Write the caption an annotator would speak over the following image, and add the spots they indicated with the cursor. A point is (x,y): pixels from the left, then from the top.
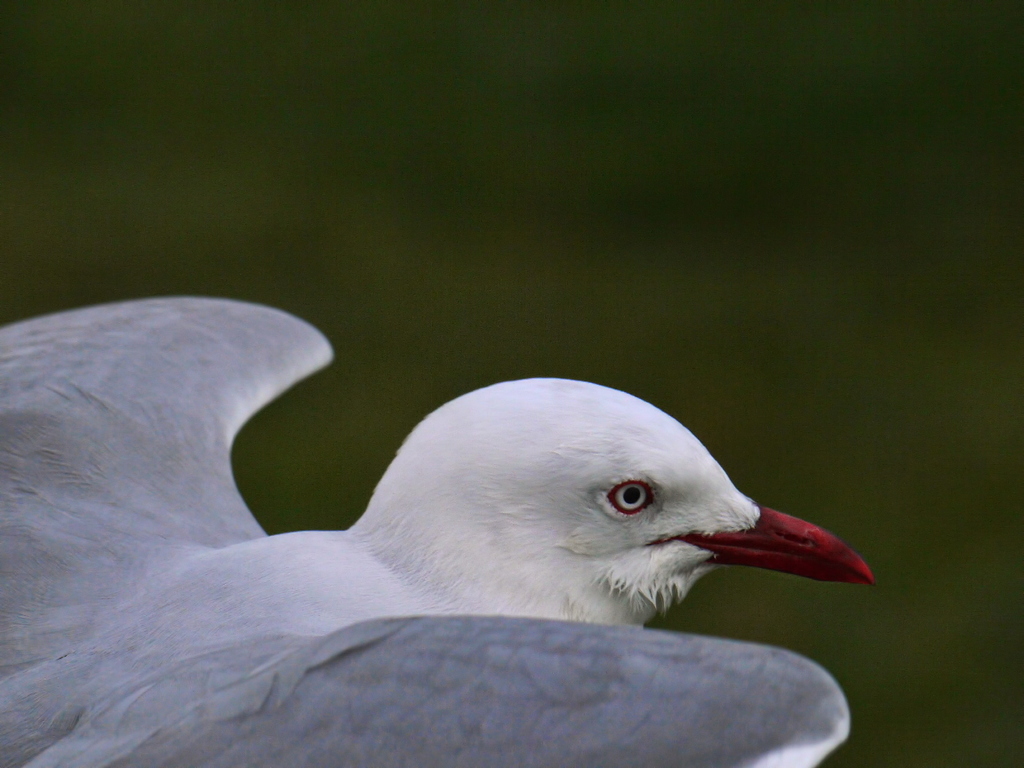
In this image I can see a white color bird (328,618) facing towards the right side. The background (280,139) is blurred.
